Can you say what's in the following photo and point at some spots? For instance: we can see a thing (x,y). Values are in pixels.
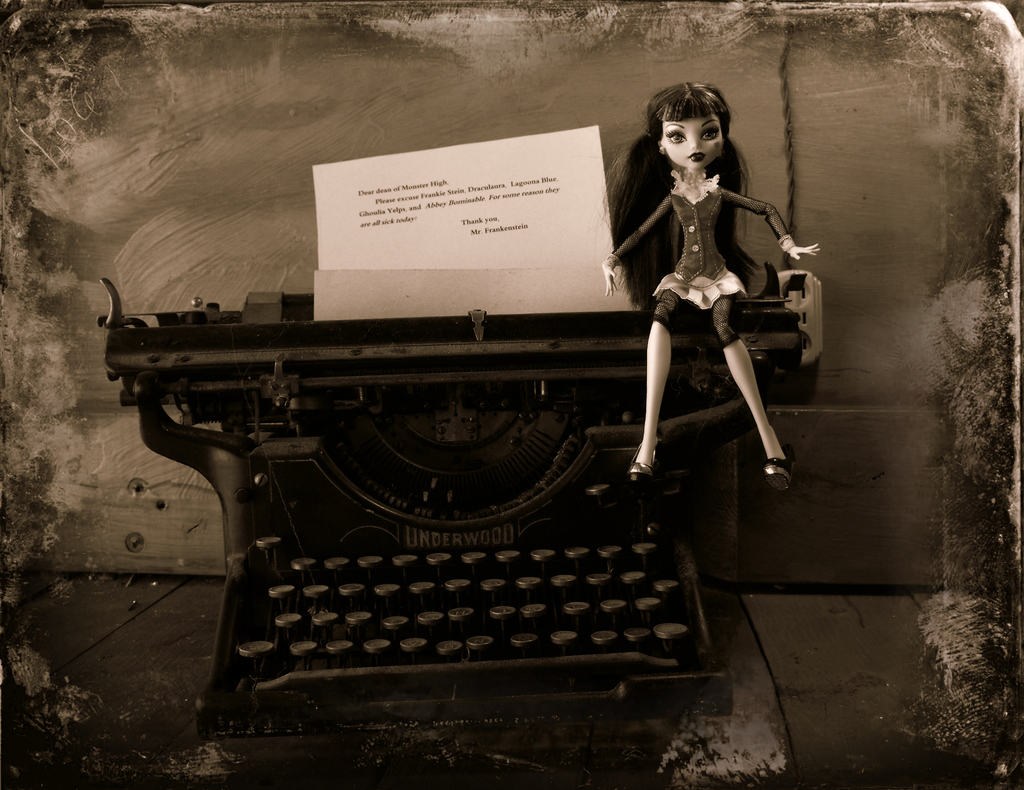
In this picture I can see a toy of a lady (663,295) kept on the machine (329,470) and also a paper (459,268) with some text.
